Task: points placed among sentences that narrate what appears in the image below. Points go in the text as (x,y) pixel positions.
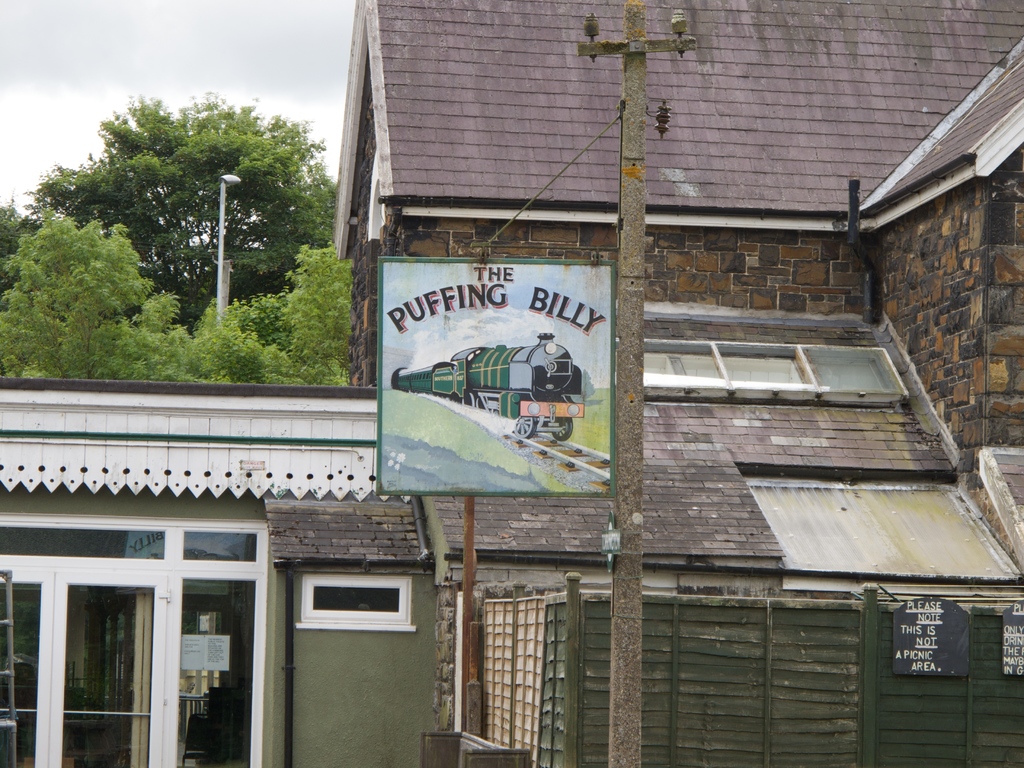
In this picture we can see a building (264,657), here we can see boards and poles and in the background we can see trees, sky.
